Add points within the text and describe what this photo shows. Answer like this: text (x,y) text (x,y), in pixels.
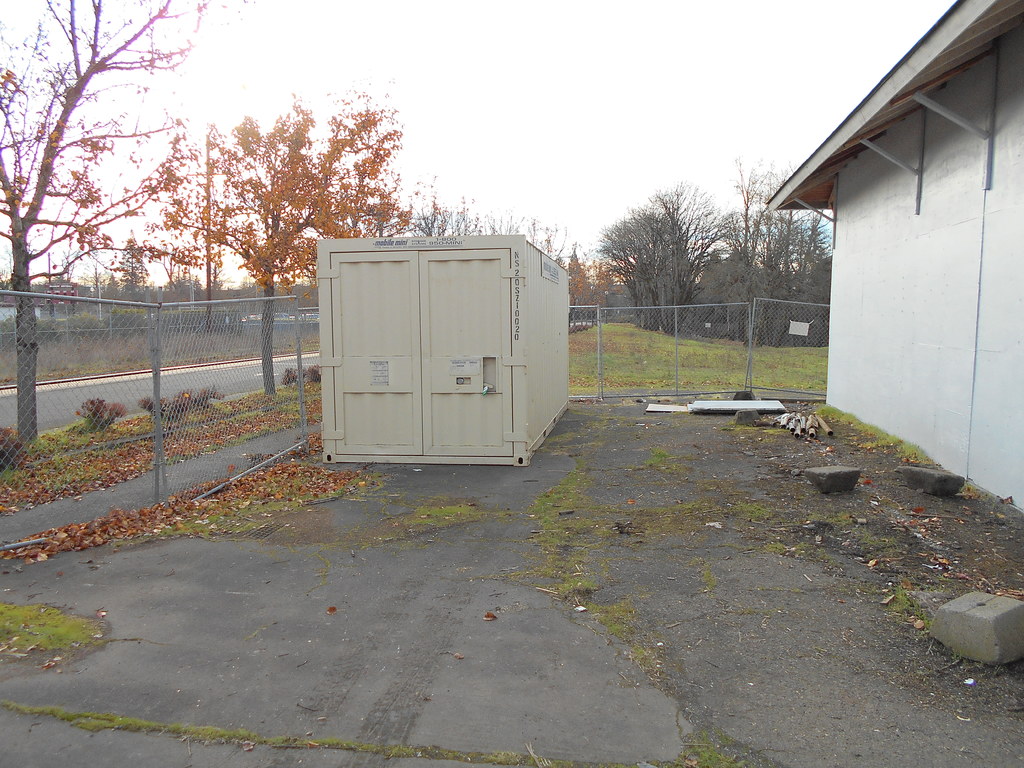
In the center of the image (399,346) there is a container (366,392) on the road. On the right side of the image (925,268) there is a building (873,268). On the left side (204,335) we can see trees (30,379), road (48,405) and fencing (211,398). In the background (647,294) there are trees (652,252), grass (679,357), sky (652,135) and clouds (464,61).
